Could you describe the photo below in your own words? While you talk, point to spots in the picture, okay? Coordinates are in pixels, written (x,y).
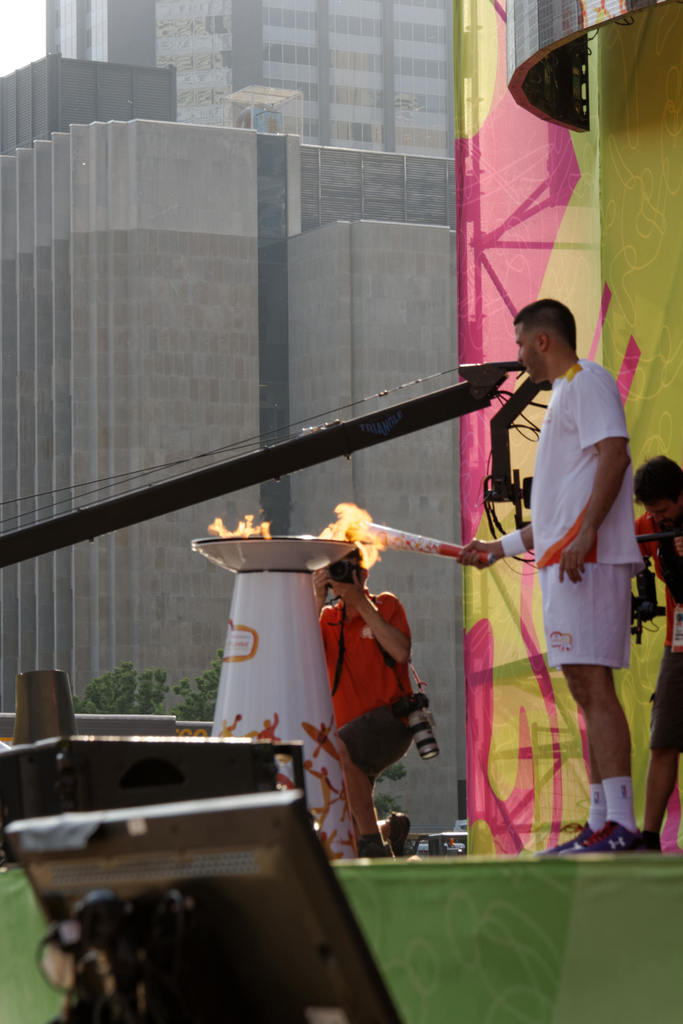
In this image I see a man (550,509) over here who is holding the flaming torch (388,547) and I see 2 men (400,645) over here men (671,728) who are holding a thing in their hands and I see the black color thing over here. In the background (245,287) I see the buildings (268,295) and I see the cloth (562,177) over here which is of pink and yellow in color and I see another black thing (89,800) over here.
